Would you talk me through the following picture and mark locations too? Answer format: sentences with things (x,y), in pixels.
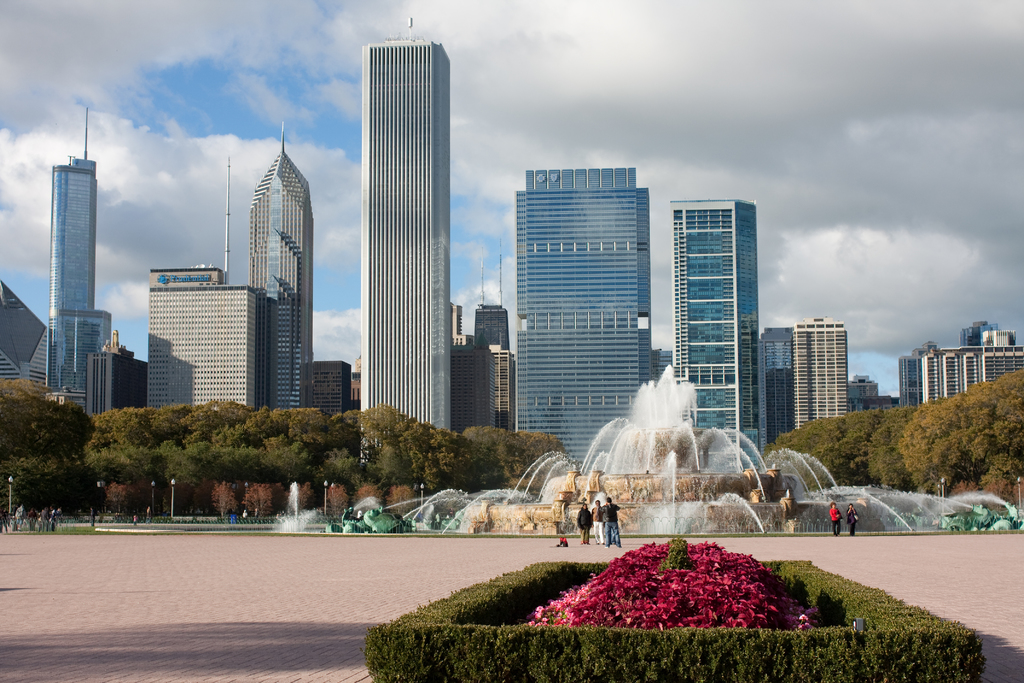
In this picture I can see there are a few plants (558,616) and they have a pink color flowers (672,596), there are few more plants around it. There is a huge fountain (649,502) in the backdrop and there are a few people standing and few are walking on left side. In the backdrop (97,143), there are trees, buildings (286,262) and the sky (77,133) is cloudy.
